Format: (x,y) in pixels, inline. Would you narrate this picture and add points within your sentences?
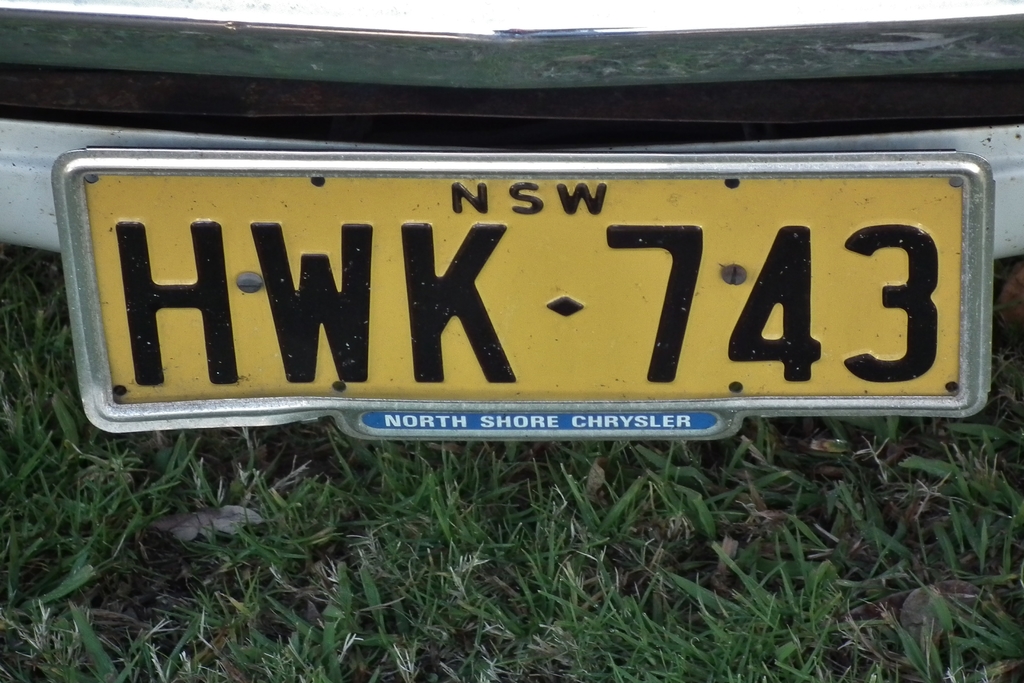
In this image I can see the number plate (448,244) of the vehicle (398,147) which is yellow, black, blue and silver in color. I can see some grass (375,544) on the ground (510,557).
